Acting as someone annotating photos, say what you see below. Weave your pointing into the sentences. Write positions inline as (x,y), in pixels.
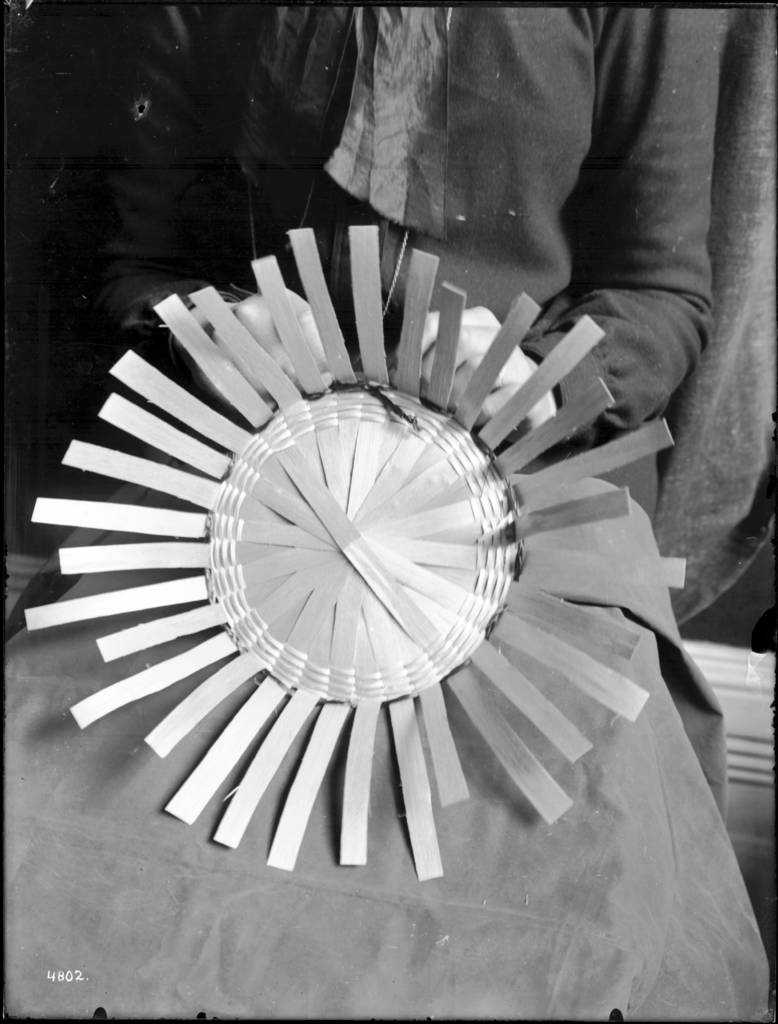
In the image a person (268,26) is holding an object (421,266).
